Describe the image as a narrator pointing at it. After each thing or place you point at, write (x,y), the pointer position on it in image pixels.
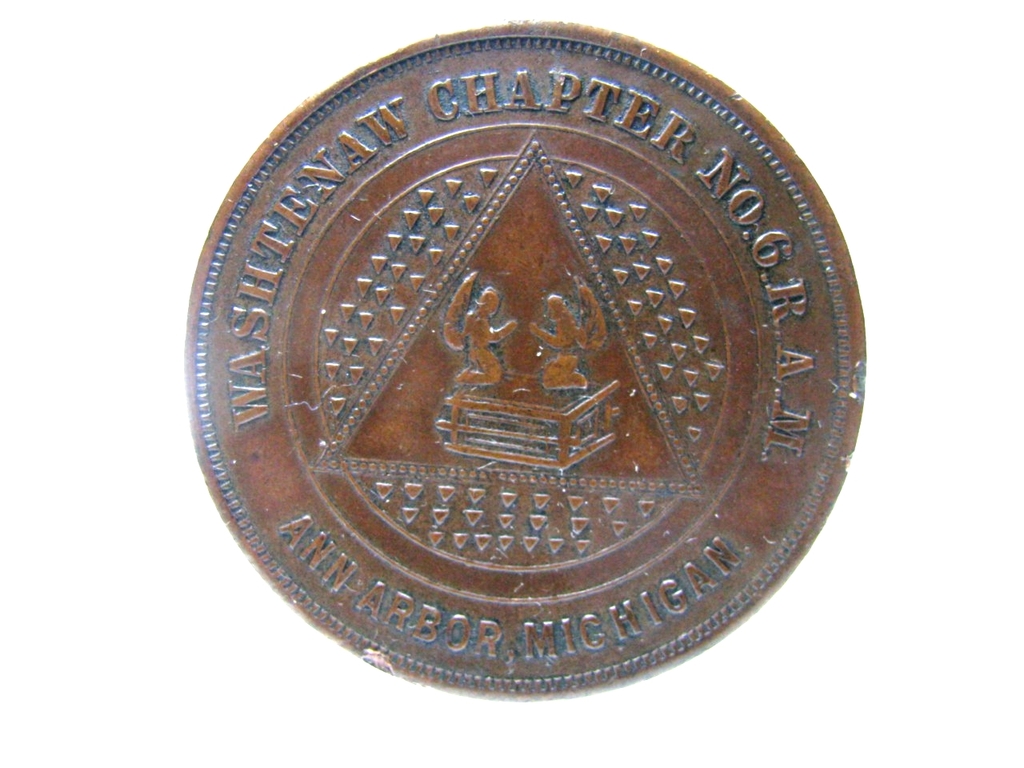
This is the picture of a coin (477,321). There is a text (561,91) on the coin (345,154).
